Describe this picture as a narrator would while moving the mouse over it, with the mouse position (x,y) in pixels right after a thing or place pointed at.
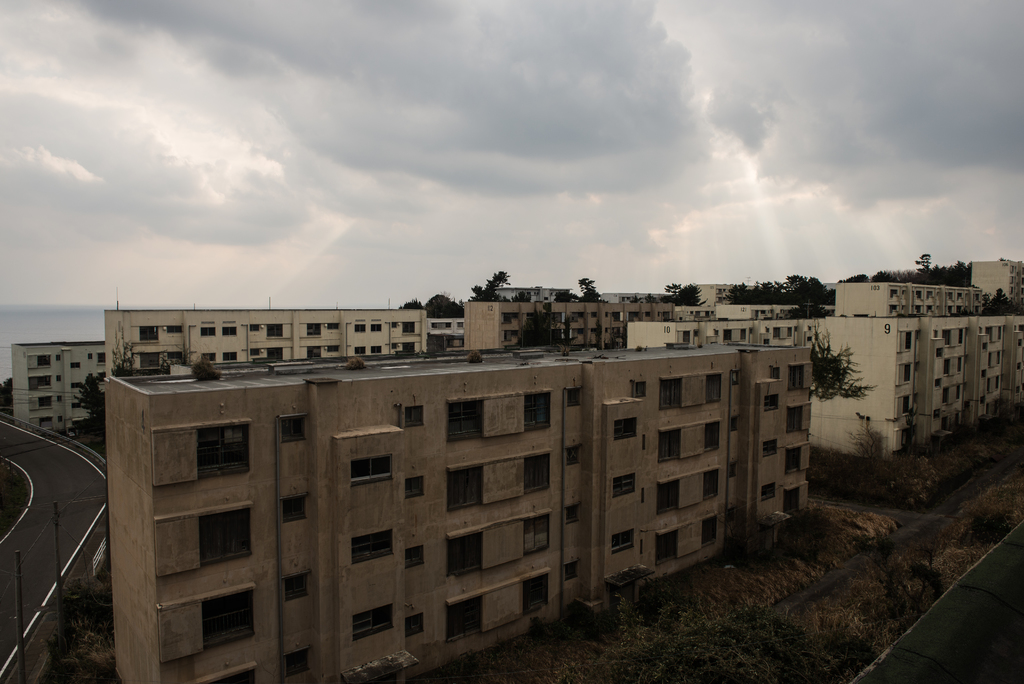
This image is taken outdoors. At the top of the image (111,183) there is the sky (589,139) with clouds (678,125). At the bottom of the image (557,660) there is a ground (848,617) with grass (778,601) on it and there are a few plants (874,497) and trees (912,599) on the ground (895,547). At the right bottom of the image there is a road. In the middle of the image (540,293) there are a few buildings (485,351) with walls (877,397), windows (663,439), roofs (305,370) and doors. There are many trees (89,378). On the left side of the image (85,524) there is a road (61,542) and there are two poles (61,542).
